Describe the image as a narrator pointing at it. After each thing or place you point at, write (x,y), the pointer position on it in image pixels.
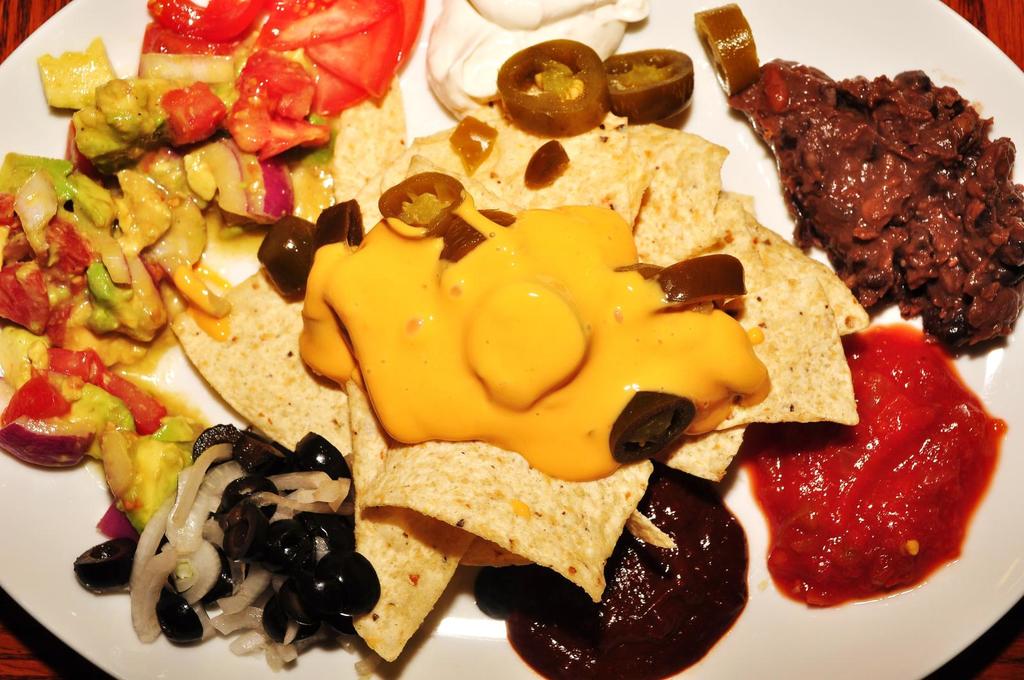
In the picture we can see a white color plate (48,588) on it, we can see some food items (439,464) like vegetable salads (19,224), curries (952,457), and some cream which is yellow in color.
